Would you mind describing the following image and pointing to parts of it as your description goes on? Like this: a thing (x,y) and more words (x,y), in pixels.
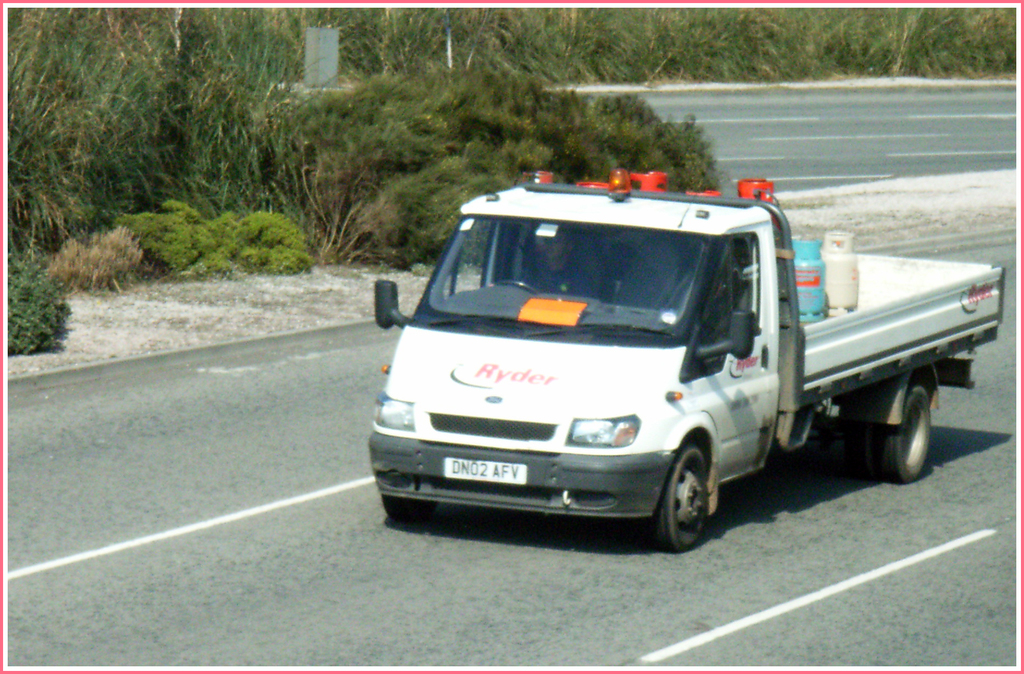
In the foreground of this image (672,420), there is a van (701,494) moving on the road (777,482) and there are cylinders (816,267) on it. In the background (676,71), there are plants (281,133) and a road (856,130).
